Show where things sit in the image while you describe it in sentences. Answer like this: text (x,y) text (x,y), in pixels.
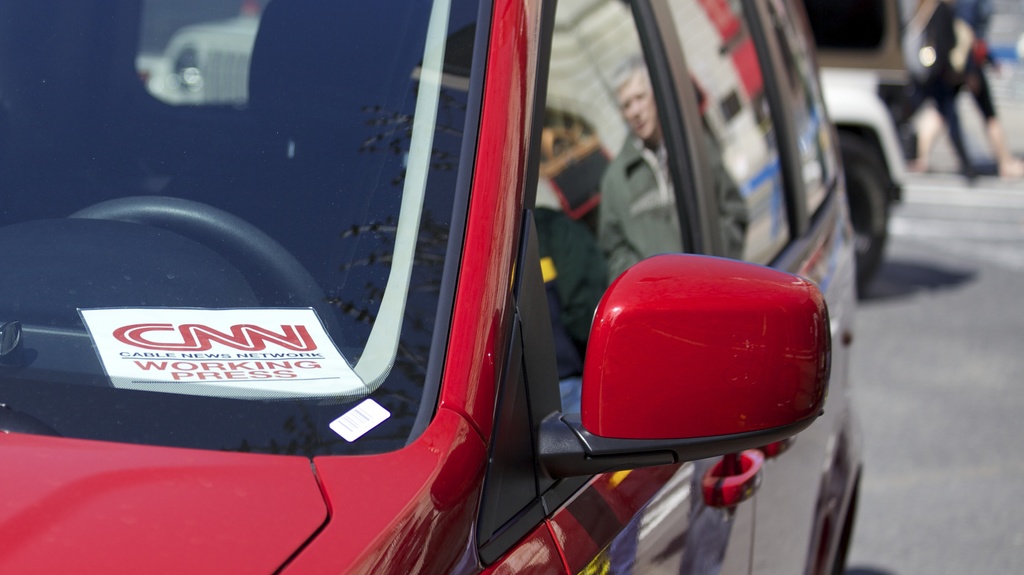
In this image we can see motor vehicles (685,287) on the road (874,444).
